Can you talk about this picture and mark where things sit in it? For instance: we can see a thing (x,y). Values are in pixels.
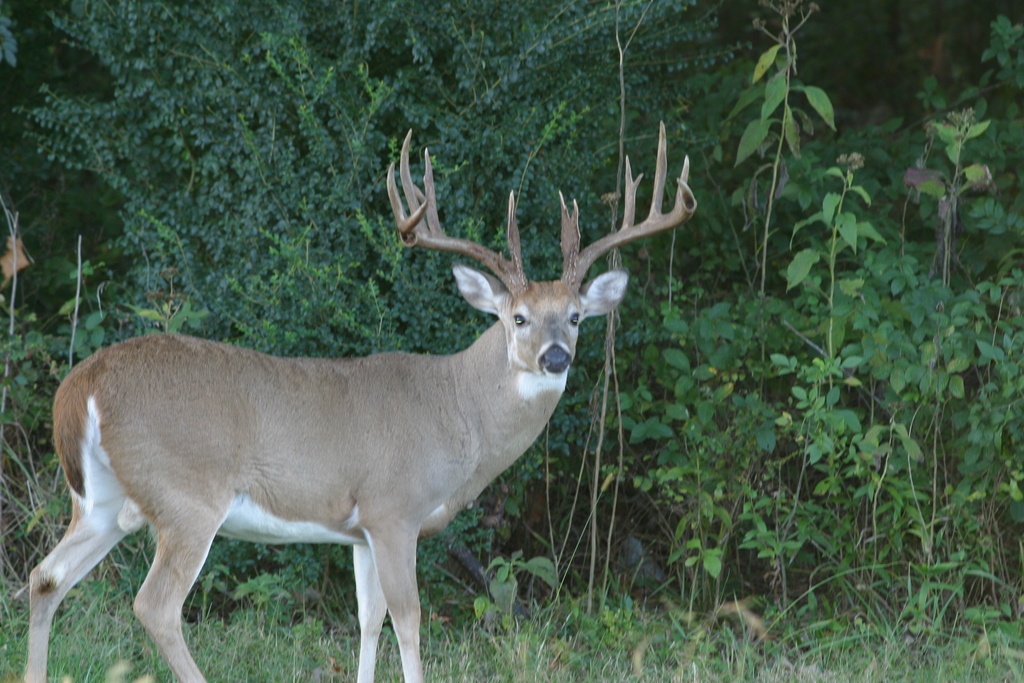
In this image, we can see a deer (245,507) is standing. At the bottom (802,656), there is a grass (692,630). Background (964,573) we can see few plants (614,524) and trees (316,346).
